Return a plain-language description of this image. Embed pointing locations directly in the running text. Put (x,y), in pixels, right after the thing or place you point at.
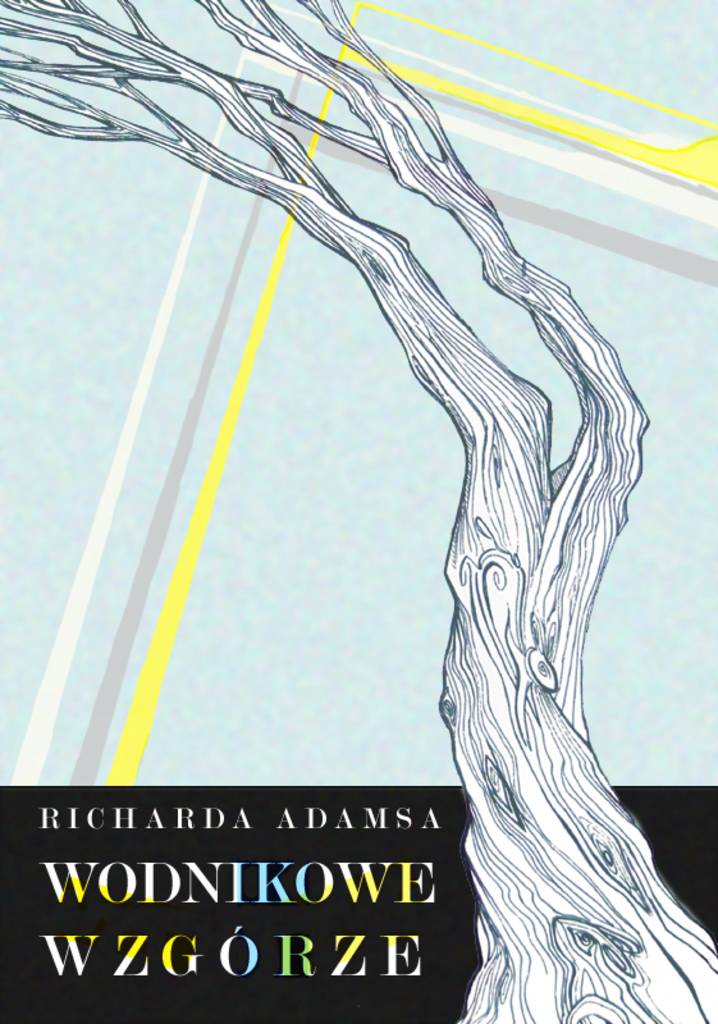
The picture shows that it is an illustration, image of a trunk (499,559) of a tree (534,921).
